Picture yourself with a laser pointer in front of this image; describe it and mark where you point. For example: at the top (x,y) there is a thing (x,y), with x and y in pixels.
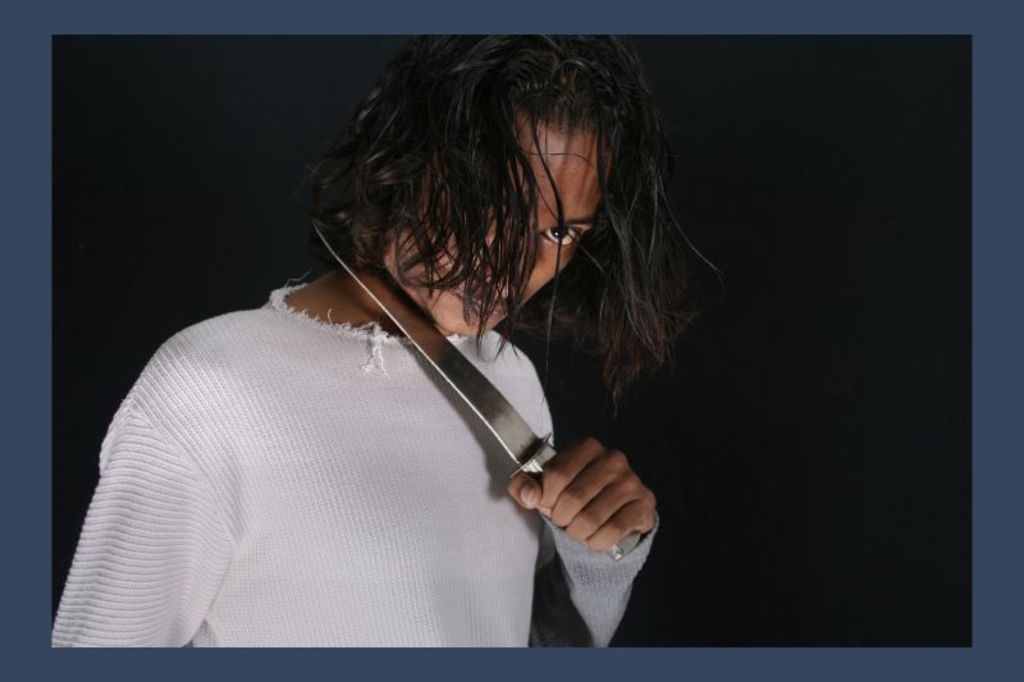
In this picture there is a person (610,309) holding a knife (421,334) near his neck (315,288) and background (840,410) is black.
